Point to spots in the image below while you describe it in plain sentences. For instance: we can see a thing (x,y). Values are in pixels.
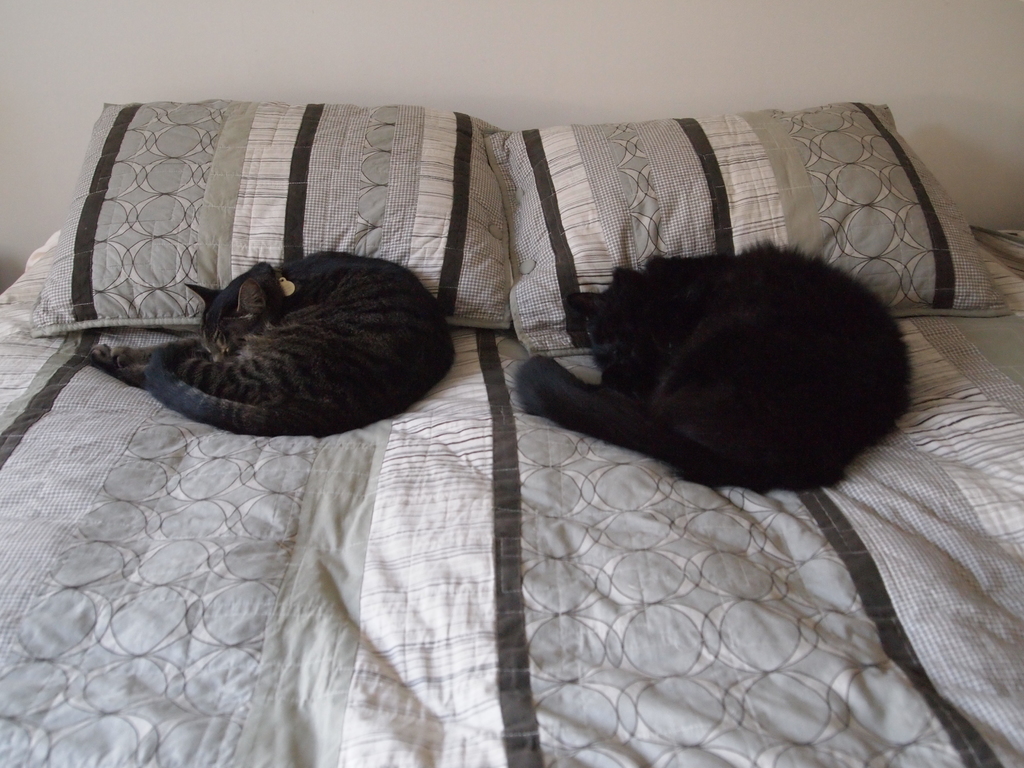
In this image i can see there are two cats (418,396) on the bed (425,458). I can also see there are two pillows (484,200) on the bed (354,448).
